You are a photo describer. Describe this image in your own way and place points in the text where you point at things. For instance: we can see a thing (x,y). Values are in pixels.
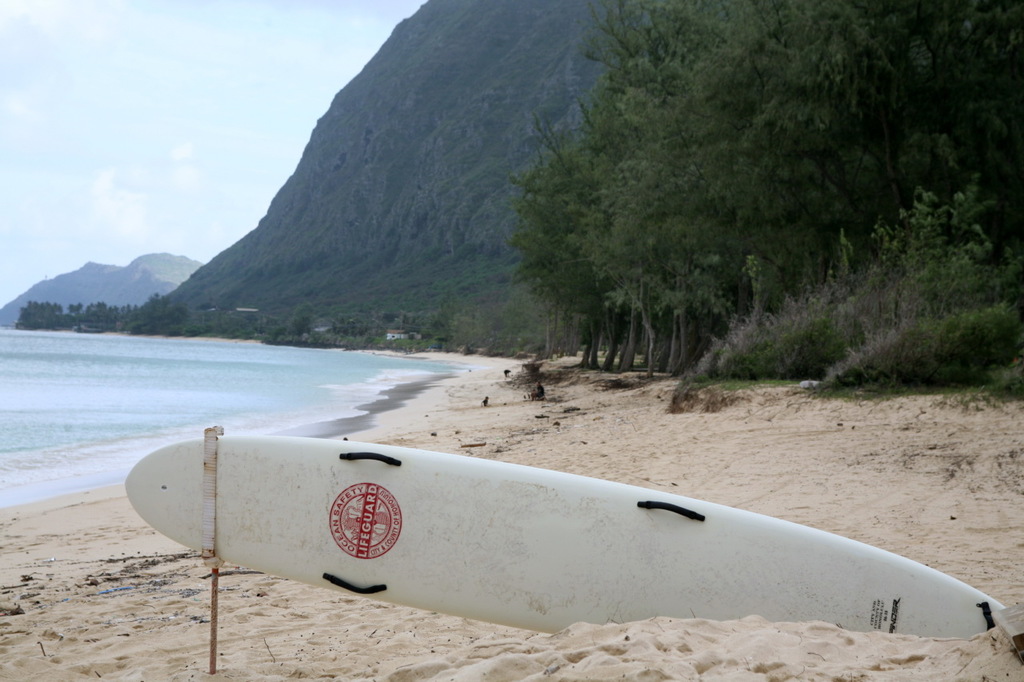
In this picture we see a beach (113,639) surrounded with greenery (683,108) and sand (801,417) with a surfing board (382,472) on it.
